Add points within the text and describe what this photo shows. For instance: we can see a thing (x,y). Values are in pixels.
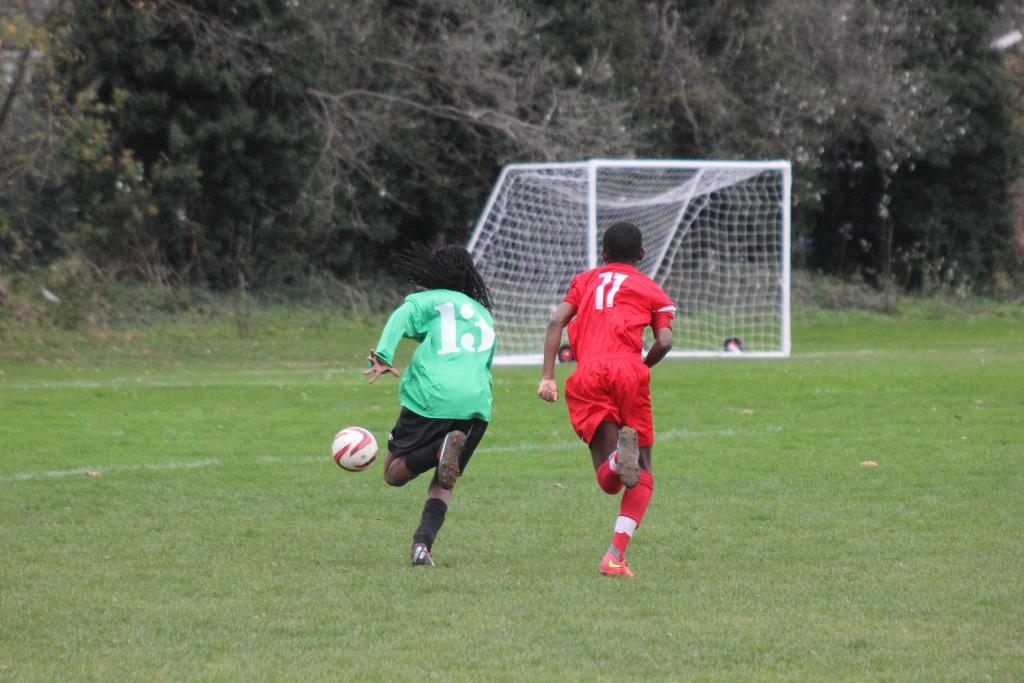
In this picture there are two person (613,319), one is wearing a red dress (626,339) and the other one is wearing a green dress (423,362). Both of them are playing a football (352,458) in a ground (505,445). On the ground (835,507) we can see a green grass (923,551). On the background (874,103) we can see a trees (384,101). Here we can see a white pole (589,188).
